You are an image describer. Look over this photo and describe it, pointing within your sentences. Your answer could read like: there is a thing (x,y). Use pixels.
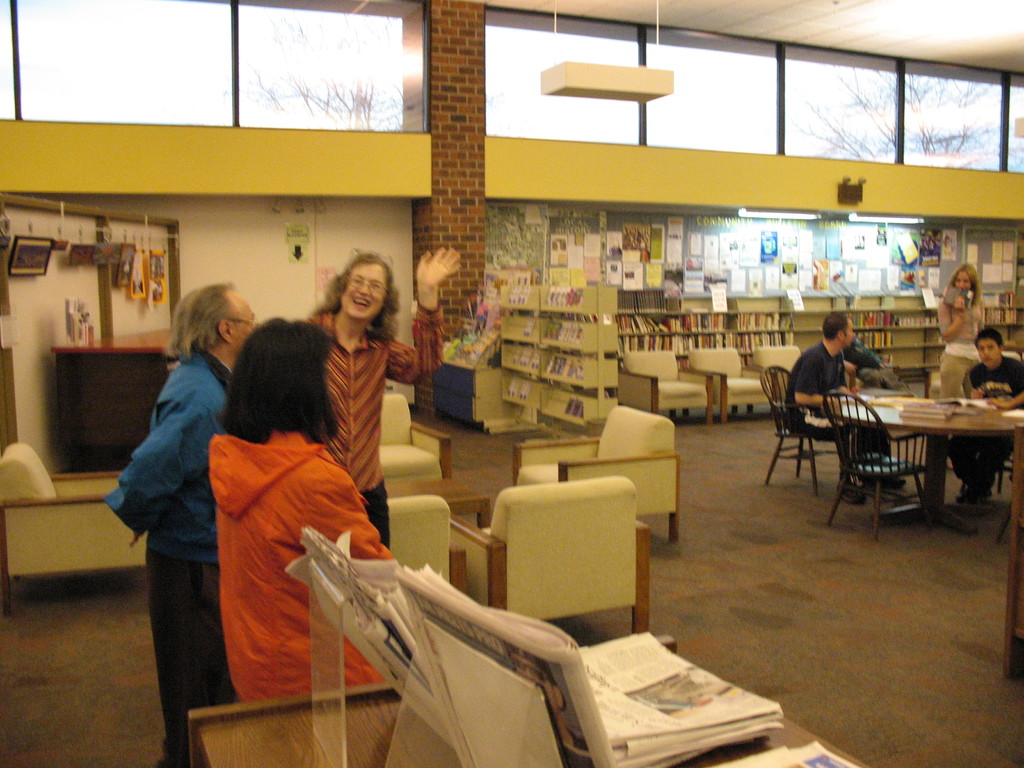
Three persons (309,485) are standing in the left (215,512). On the right (800,411) few persons (814,410) are sitting on the chairs (802,447) and it's a bookshelf (718,331). It's a light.
